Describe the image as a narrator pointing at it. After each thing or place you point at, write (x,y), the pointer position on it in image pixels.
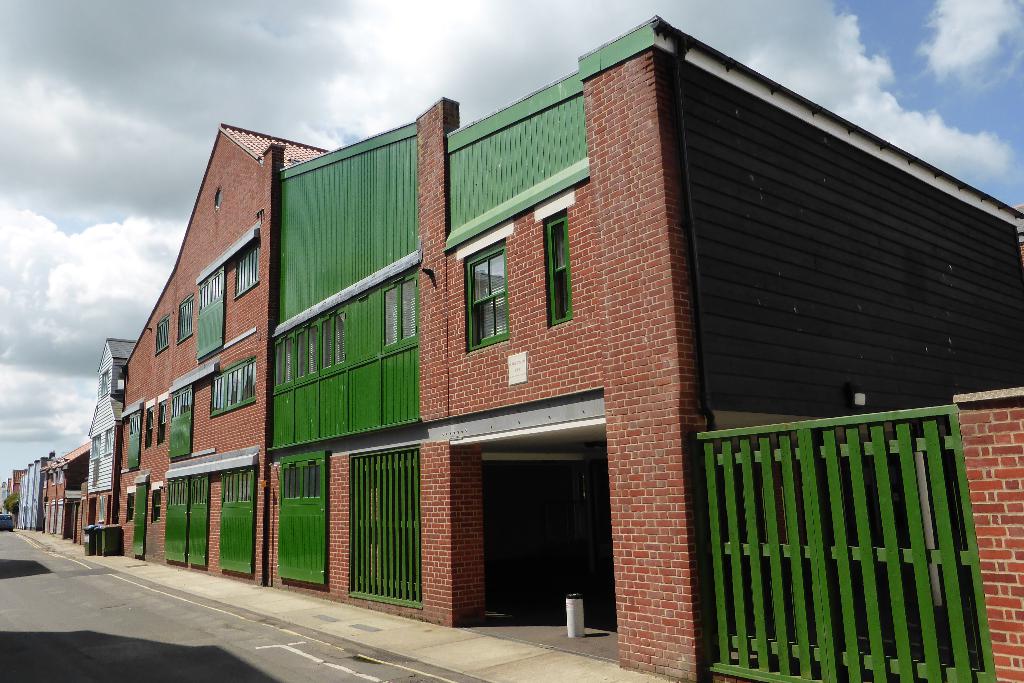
This picture is clicked outside. On the right (735,226) we can see a house (214,205) and we can see the green color windows (314,324), doors (298,515) and a gate (794,495) of the house (477,220). In the background (101,103) we can see the sky (80,171) which is full of clouds (61,94) and we can see the houses (43,478), vehicle (3,527) and some other objects (112,542).
